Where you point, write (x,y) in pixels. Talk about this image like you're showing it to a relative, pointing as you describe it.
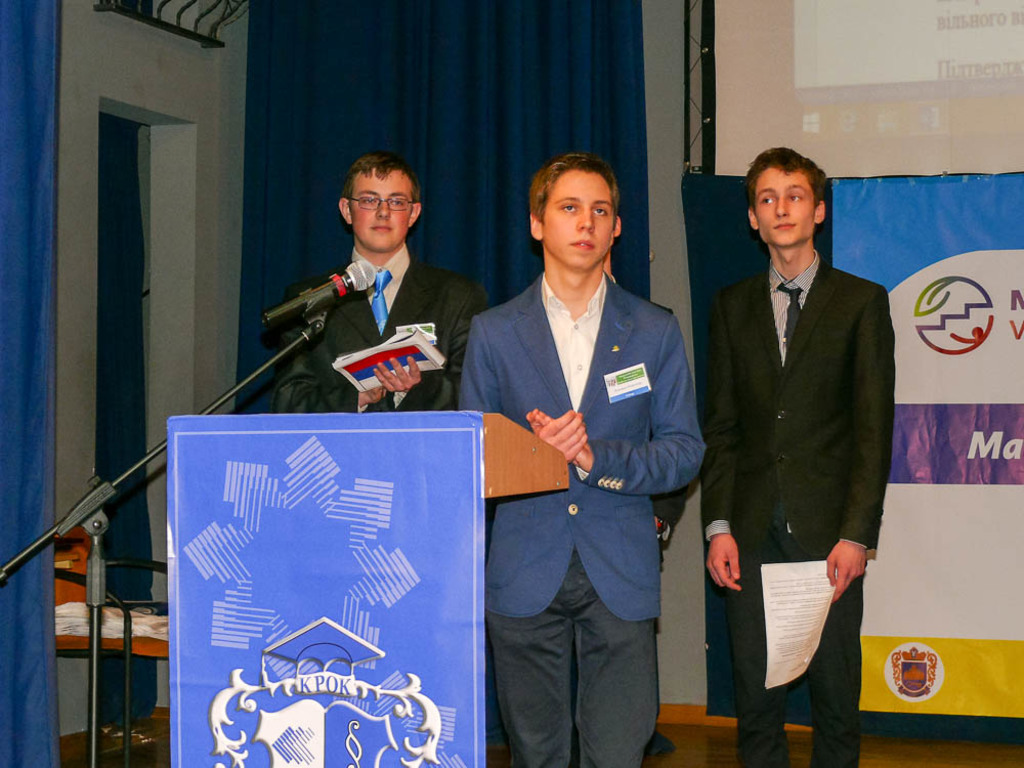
In this image we can see a few people (568,497), among them two persons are holding the objects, in front of them, we can see a podium (319,520) and a mic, there are some curtains (415,128), also we can see a poster (952,417), chair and screen (860,24).
